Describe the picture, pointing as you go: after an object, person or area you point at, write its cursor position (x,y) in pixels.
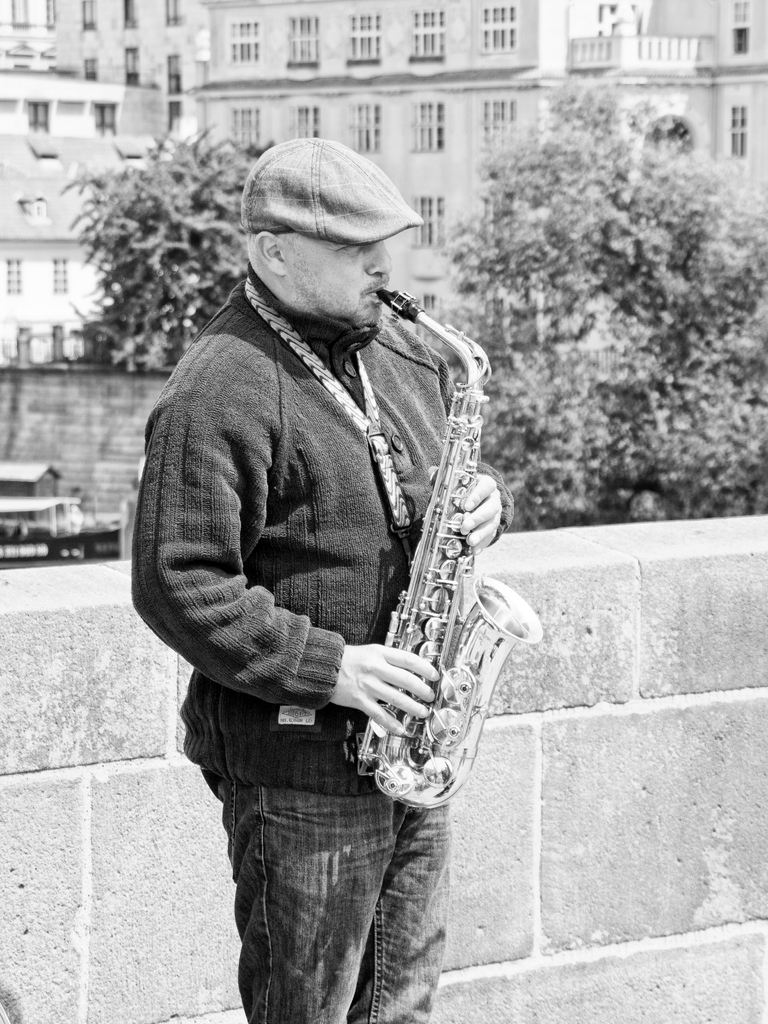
In this image we can see a person (318,527) playing a saxophone (428,570), behind him there is a window (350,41), buildings (350,56), trees (613,344), and the picture is taken in black and white mode.
